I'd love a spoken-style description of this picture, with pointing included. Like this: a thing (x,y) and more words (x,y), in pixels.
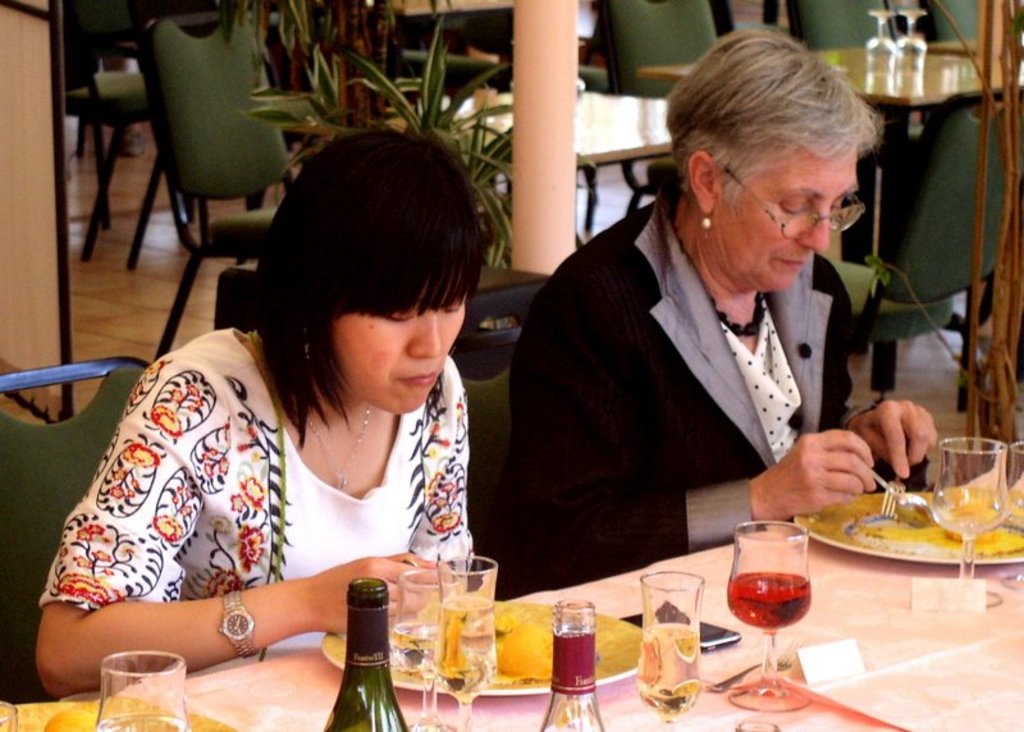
On the background (490,32) we can see plants (431,102), chairs (252,68) and tables (926,77) and on the table (746,655) we can see glasses (804,557), bottles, cards (827,669) and a plate (900,529) of food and a mobile (720,637). Here we can see two women (160,530) sitting on chairs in front of a table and looking into the plates (549,658). She is holding a spoon (912,506) and fork (887,488) in her hand (895,458).
